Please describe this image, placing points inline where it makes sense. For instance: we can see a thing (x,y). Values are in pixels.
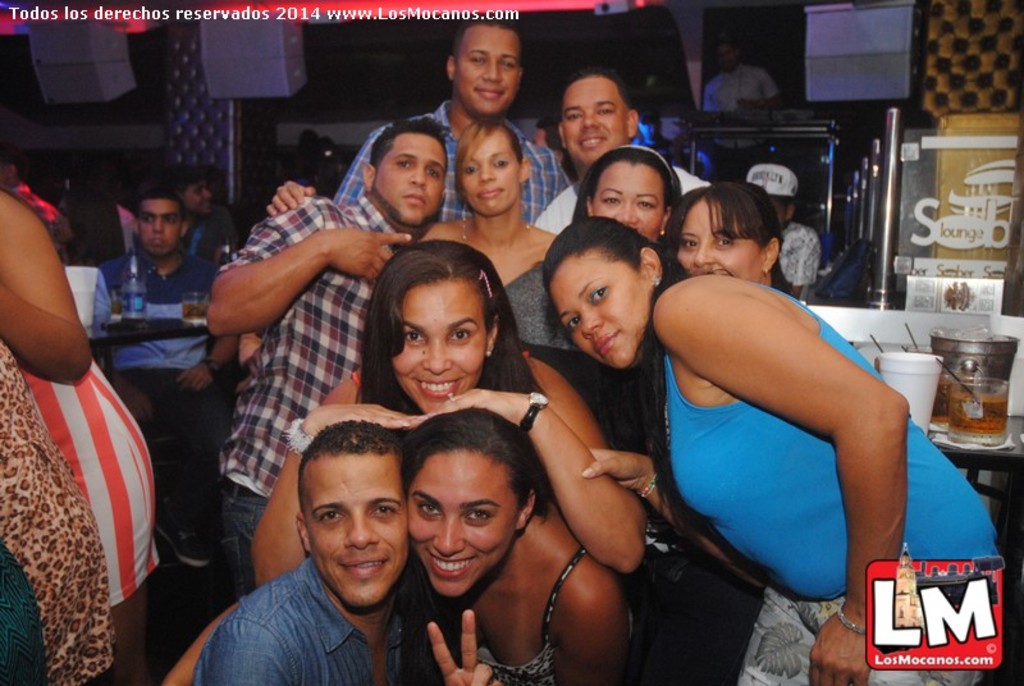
In this picture we can see a group of people (679,228) some are standing and some are sitting on the floor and they all are smiling and the background (177,291) we can see a person (175,222) sitting and in front of him there is a bottle (135,312) and a glass (196,311) with drink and a wall (203,98) and here the person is standing and we can see some poles (875,156) and we can see a glass (962,413) full of drink (975,408) and bucket (956,361) with ice cubes (971,329) and this is a jar (904,364) placed over a table (983,453) and here it is some poster (948,212).
